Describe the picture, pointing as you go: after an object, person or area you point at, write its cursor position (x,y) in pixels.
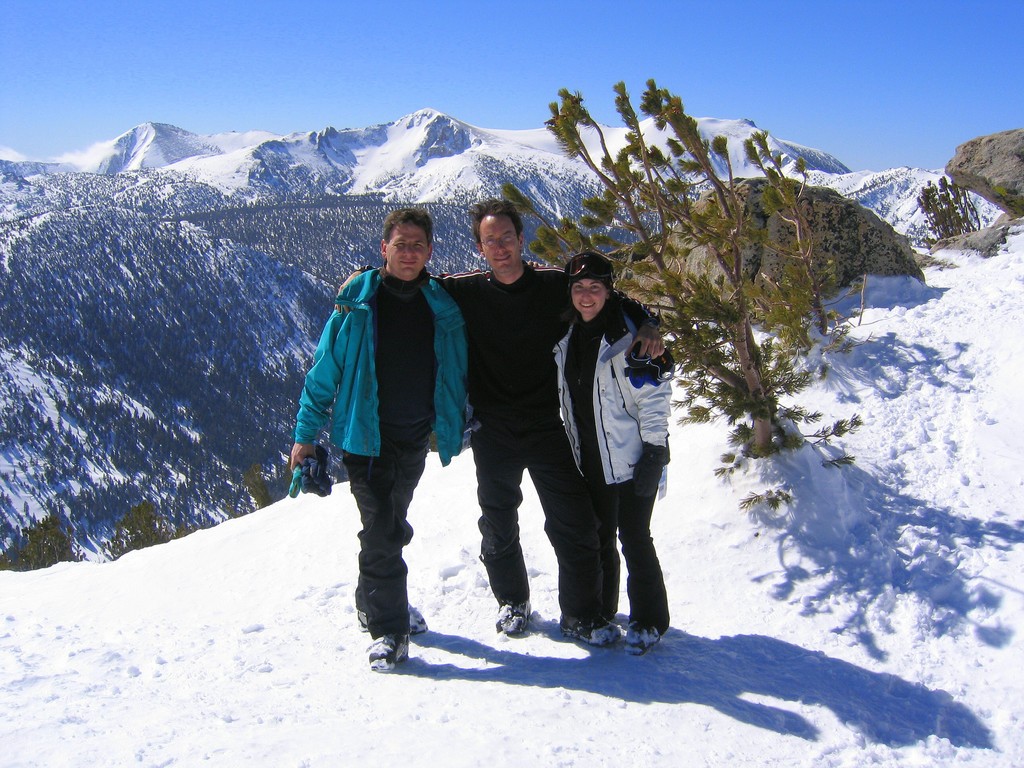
In this image there are three people (432,418) standing on the surface (487,616) of the snow (487,616), behind them there is a tree (649,189). In the background (39,181) there is a mountain (400,160) with snow (240,181) on top of it and the sky (661,62).
